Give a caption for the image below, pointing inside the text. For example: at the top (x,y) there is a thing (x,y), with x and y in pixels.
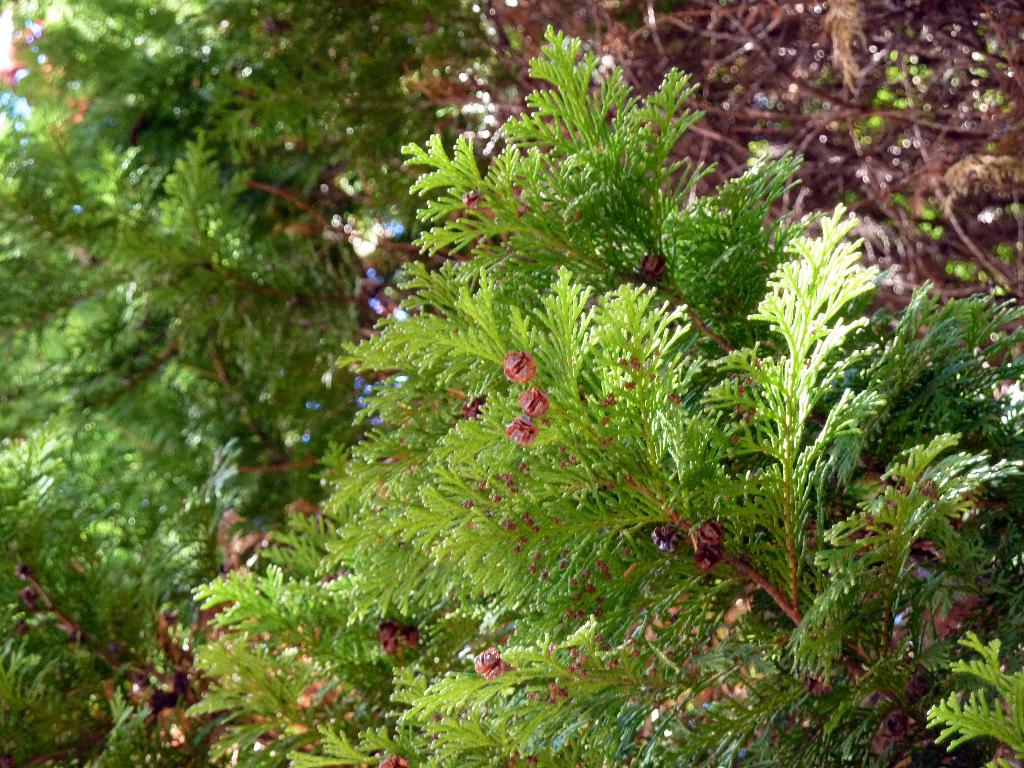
In this picture we can see a group of trees (220,338).
